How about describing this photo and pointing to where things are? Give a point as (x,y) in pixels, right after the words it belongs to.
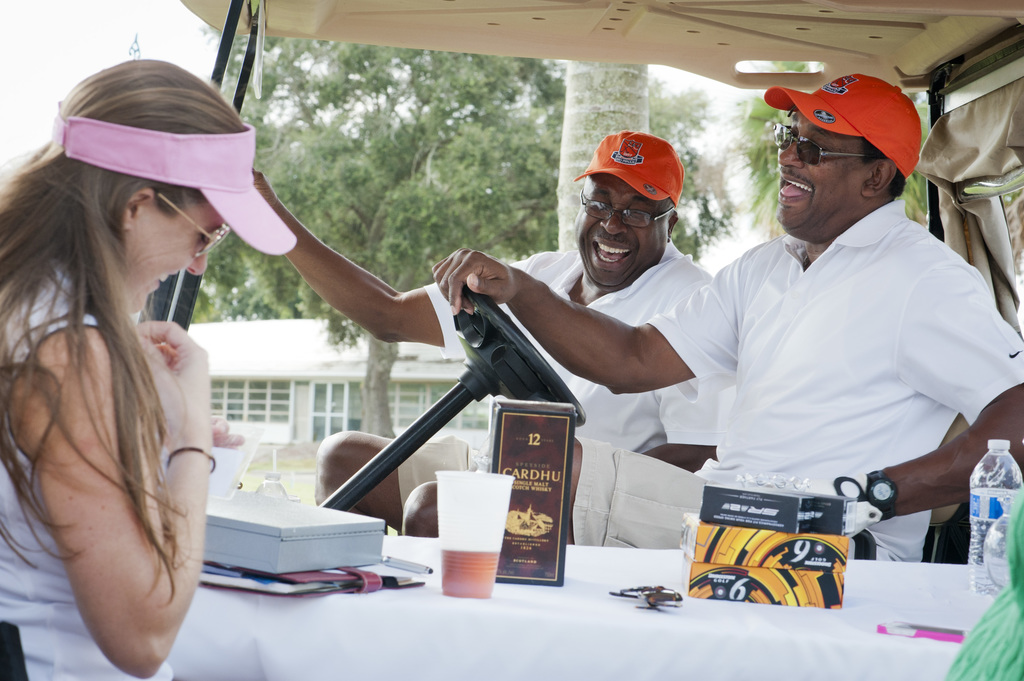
A woman (176,369) is sitting on the left (128,355) wearing a pink cap (214,197). There is a glass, file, bottle (981,526), pen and boxes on a white table (674,583). 2 people (691,411) are sitting in a vehicle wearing orange caps (839,131) and white t shirts (613,417). There are buildings (271,348) and trees (401,186) at the back (244,355).
